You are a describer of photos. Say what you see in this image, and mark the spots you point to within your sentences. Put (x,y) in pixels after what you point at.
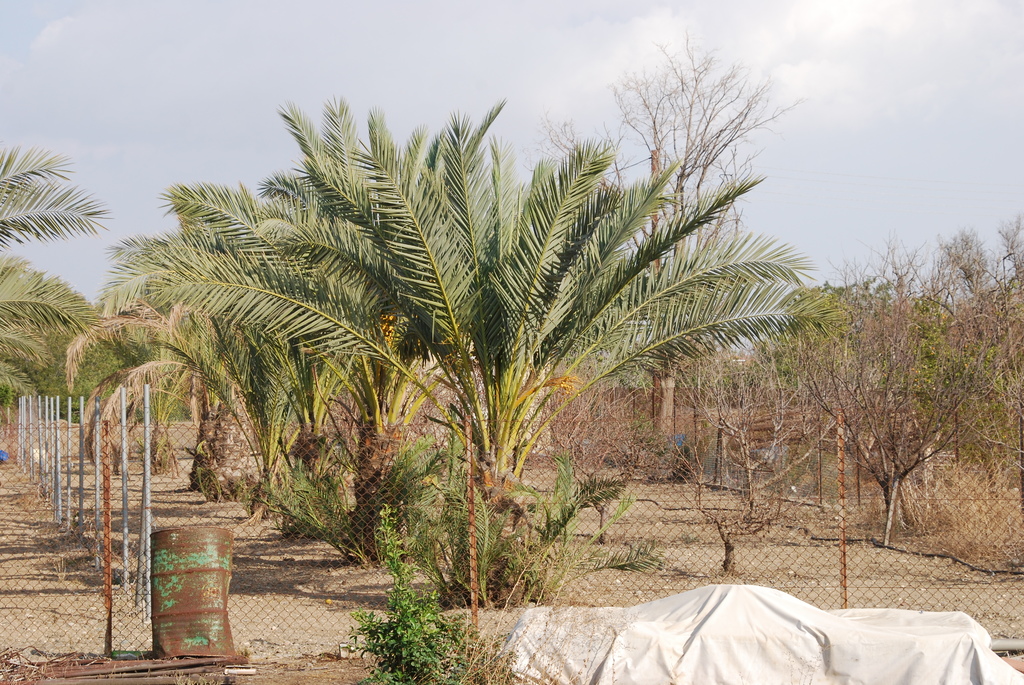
In the image in the center (422,381) we can see trees (696,484), fence (126,532), barrel (225,632), white color blanket (874,643), plants (399,672) etc. In the background (494,90) we can see sky (668,16) and clouds (805,55).
